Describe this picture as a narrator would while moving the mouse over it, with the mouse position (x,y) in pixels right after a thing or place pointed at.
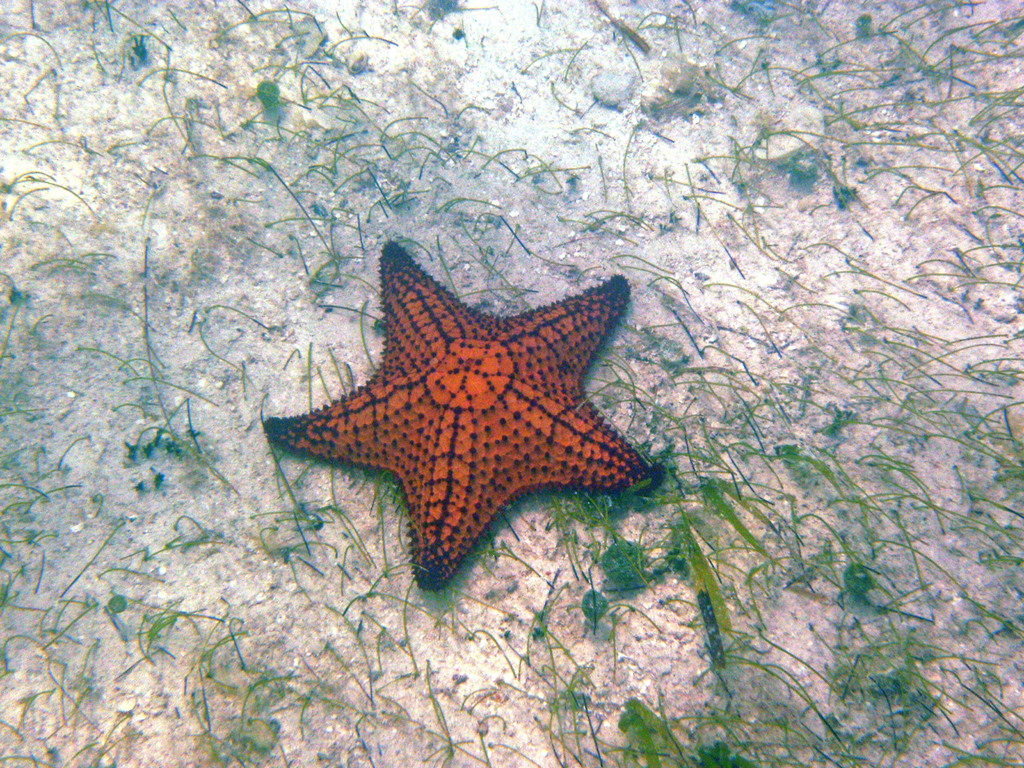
In this image we can see the starfish (598,470), grass (724,492) and also the sand (132,244) in the water (434,595).
